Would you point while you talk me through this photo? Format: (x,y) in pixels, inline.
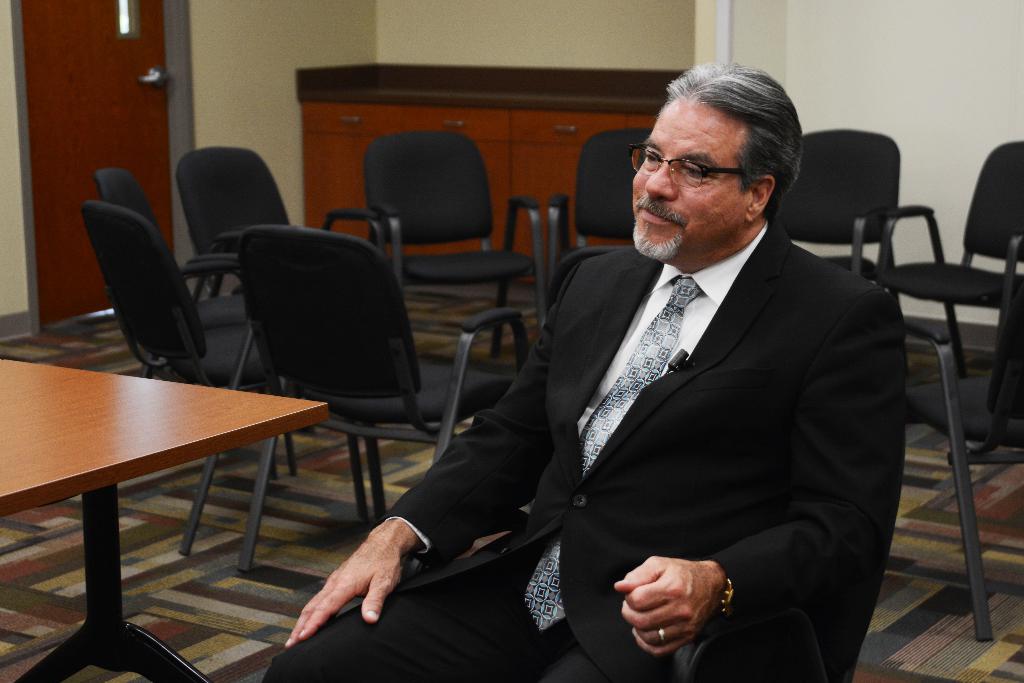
In the image there is a man (770,411) sitting on a chair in a room (974,103). There are few chairs (456,366) and a table (220,391) in the image. The man (476,450) is wearing a black suit (463,452) with a white shirt (626,345) and a tie (640,343) over it. He's also wearing spectacles (686,183), a watch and finger ring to his left hand (715,598). He is also wearing a collar microphone (672,366) that is attached to his blazer (790,288). In the background (832,62) there is wall (827,47) and a door (159,57) closed and there is also a carpet (76,342).
